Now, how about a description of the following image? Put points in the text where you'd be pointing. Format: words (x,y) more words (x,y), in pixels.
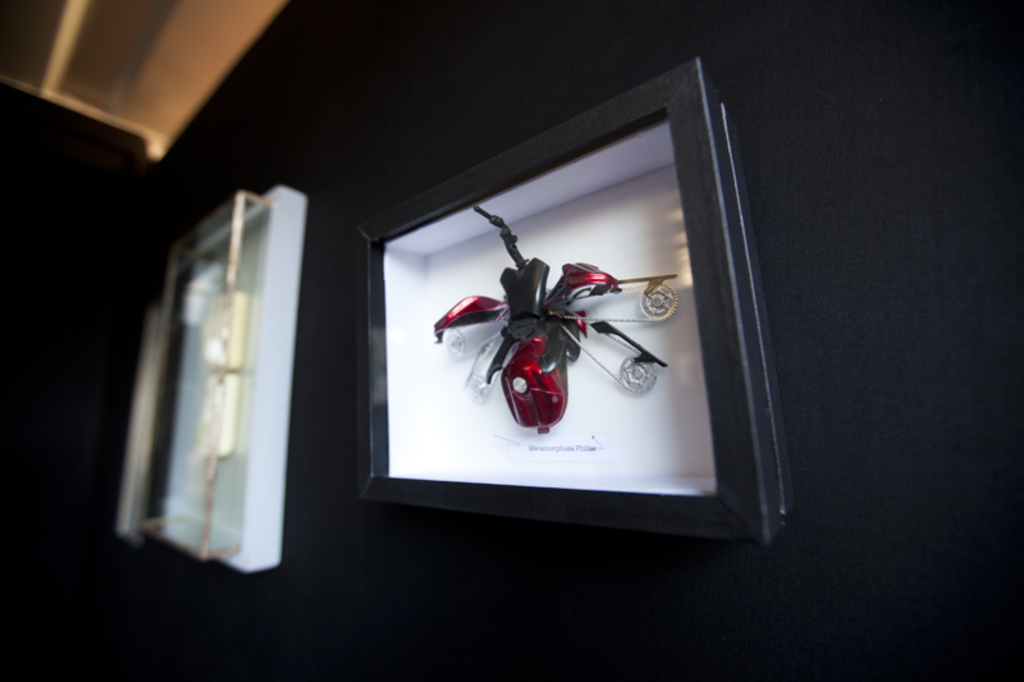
In the image on the black surface (369,514) there is box (386,380) with black borders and inside it has white surface (599,347). Inside the box (599,347) there is a red and black color object (533,384) in it. Beside that there is a white box (187,438) which is blur. At the top of the image (92,70) there is a brown color object (105,39).
